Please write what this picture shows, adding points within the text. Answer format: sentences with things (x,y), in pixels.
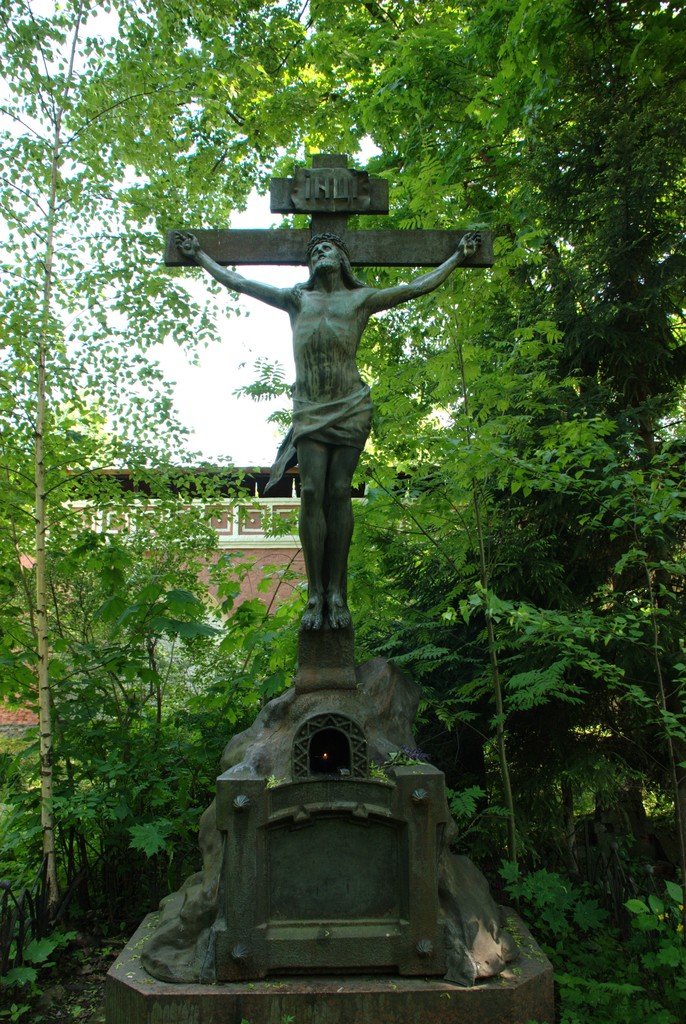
In this image, I can see the sculpture (330,688) of a person (298,308) with a holy cross symbol (351,237), which is on a rock (382,681). There are trees (257,629). In the background (214,409), I can see a building (243,548) and the sky (232,365).
